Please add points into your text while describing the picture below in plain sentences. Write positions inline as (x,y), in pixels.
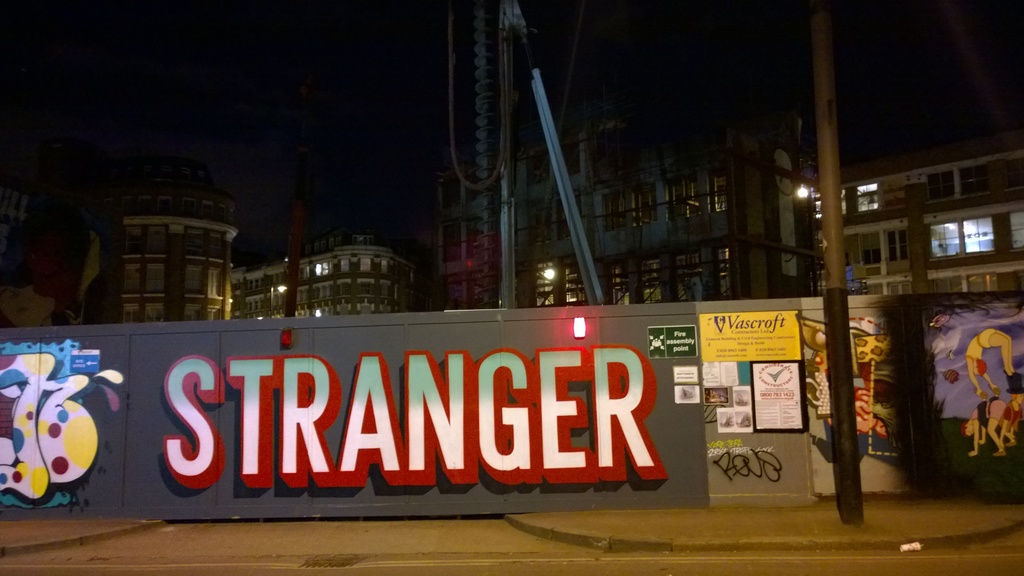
There is a wall (287,416) and some painting (510,426) is done on the wall (982,410), behind the wall (1015,442) there are few buildings (173,256) and the image is captured in the night time so the background (234,46) is dark.
